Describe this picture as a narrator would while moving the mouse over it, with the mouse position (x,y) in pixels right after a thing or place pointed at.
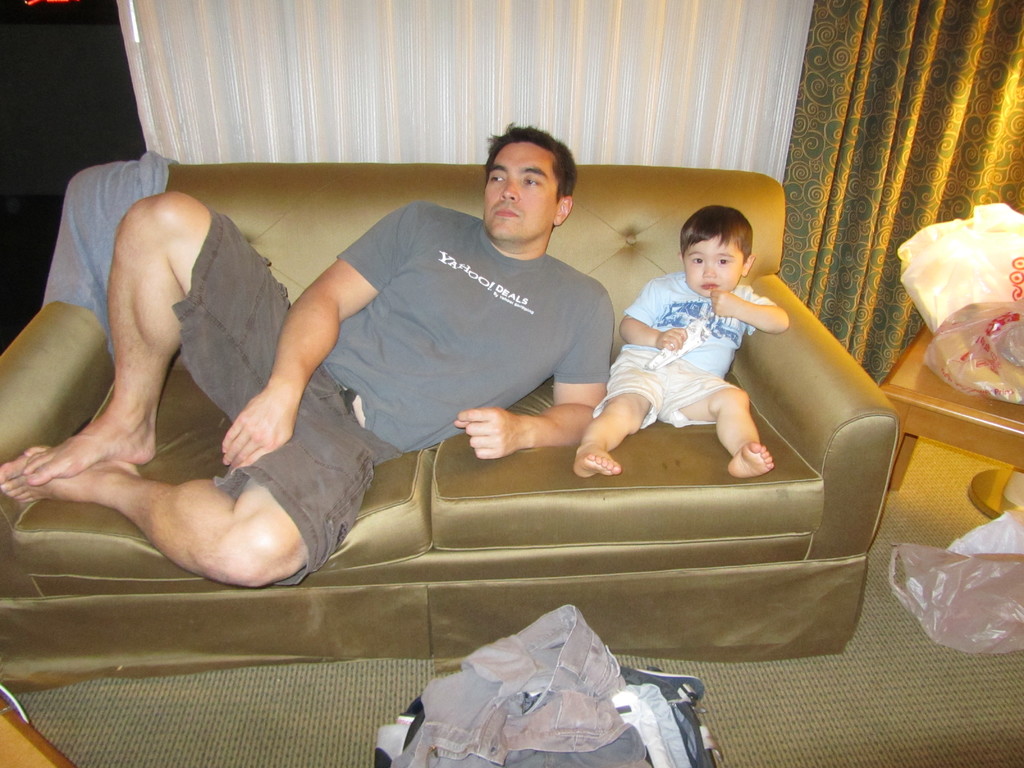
In the image we can see there are people (555,443) who are sitting on sofa (362,526). The sofa (583,551) is in golden colour. At the back (908,182) there are curtains (863,167) and on the floor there are clothes (549,718) which are kept and on table (898,387) there are covers (1002,399).
